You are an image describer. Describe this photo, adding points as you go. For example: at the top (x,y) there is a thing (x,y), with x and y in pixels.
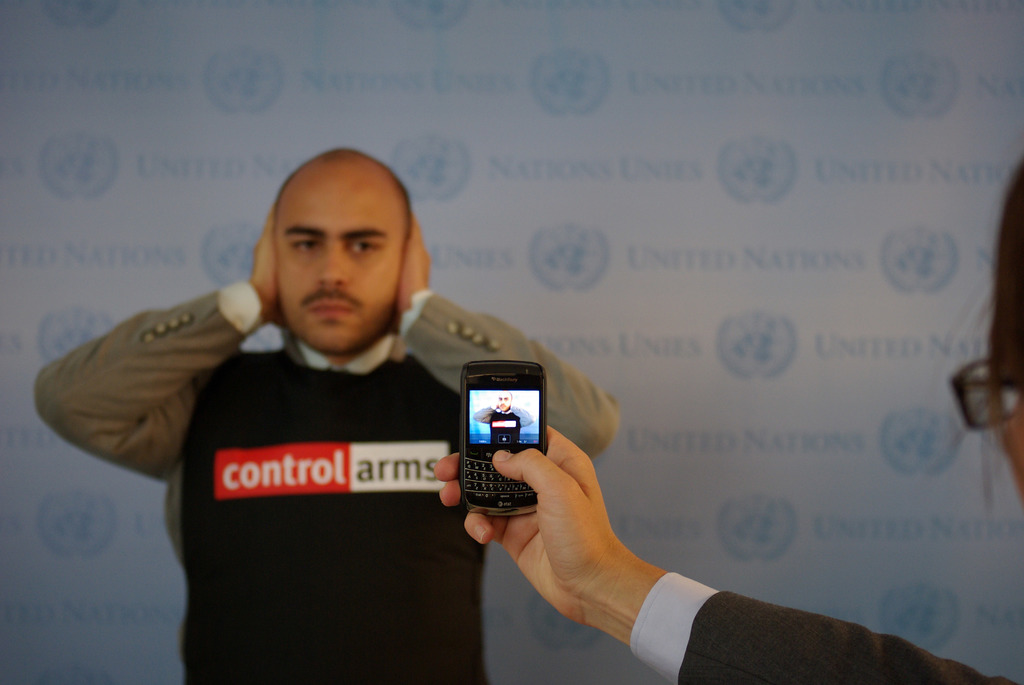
In this image i can see a woman (550,484) holding a mobile (510,445) and at the back ground (413,366) i can see a man (338,293) standing and a wall (441,259).
